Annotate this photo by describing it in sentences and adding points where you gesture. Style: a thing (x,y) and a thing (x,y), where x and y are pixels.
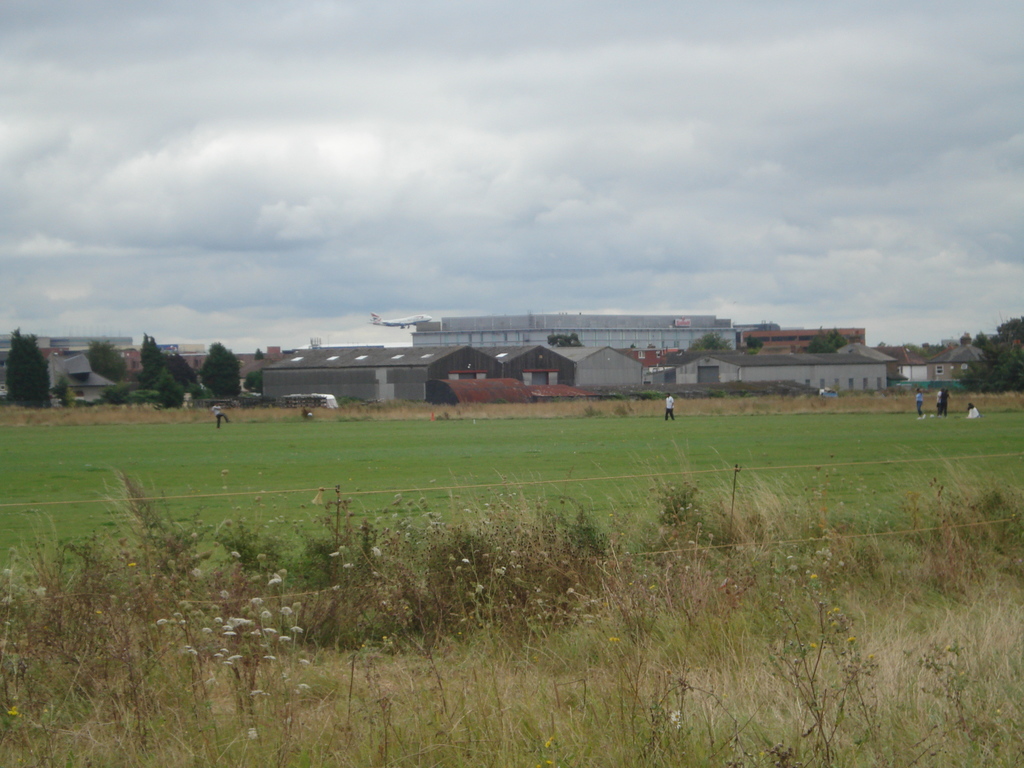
In this image I can see bushes (698,564) in the front (389,625). In the background (510,456) I can see an open grass ground (464,404), number of buildings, number of trees (20,380), clouds (622,169), the sky (762,102) and I can also see few people (939,391) on the ground (975,398).
